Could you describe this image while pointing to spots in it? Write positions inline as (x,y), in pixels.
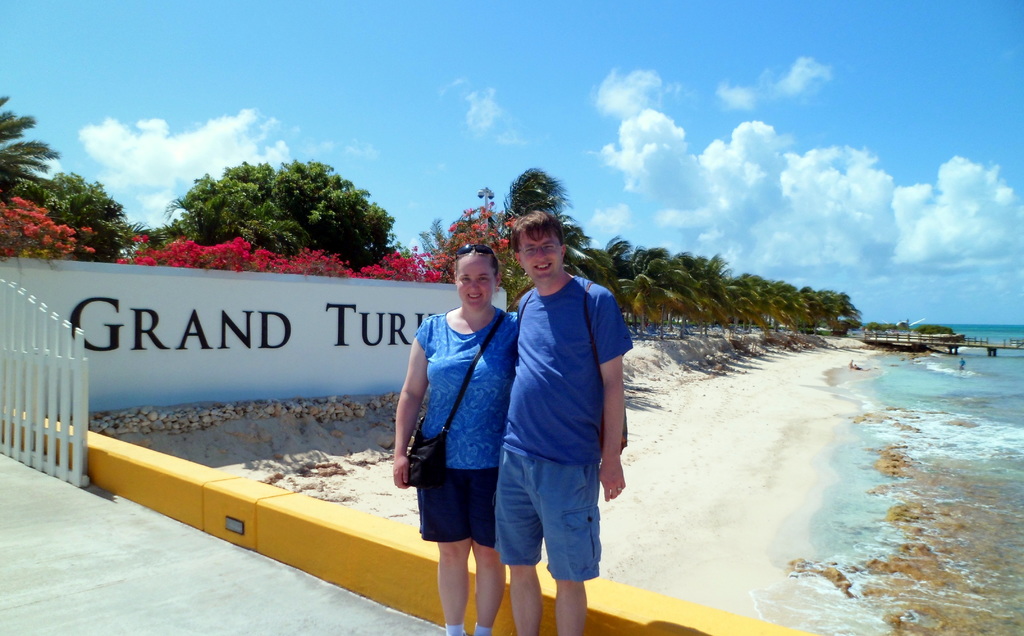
As we can see in the image there is water (940,363), bridge (962,338), trees (328,248), flowers (179,260), gate (24,360), wall (292,390) and two people (502,411) standing in the front (496,520). At the top (459,64) there is sky (465,70) and clouds (493,109).
